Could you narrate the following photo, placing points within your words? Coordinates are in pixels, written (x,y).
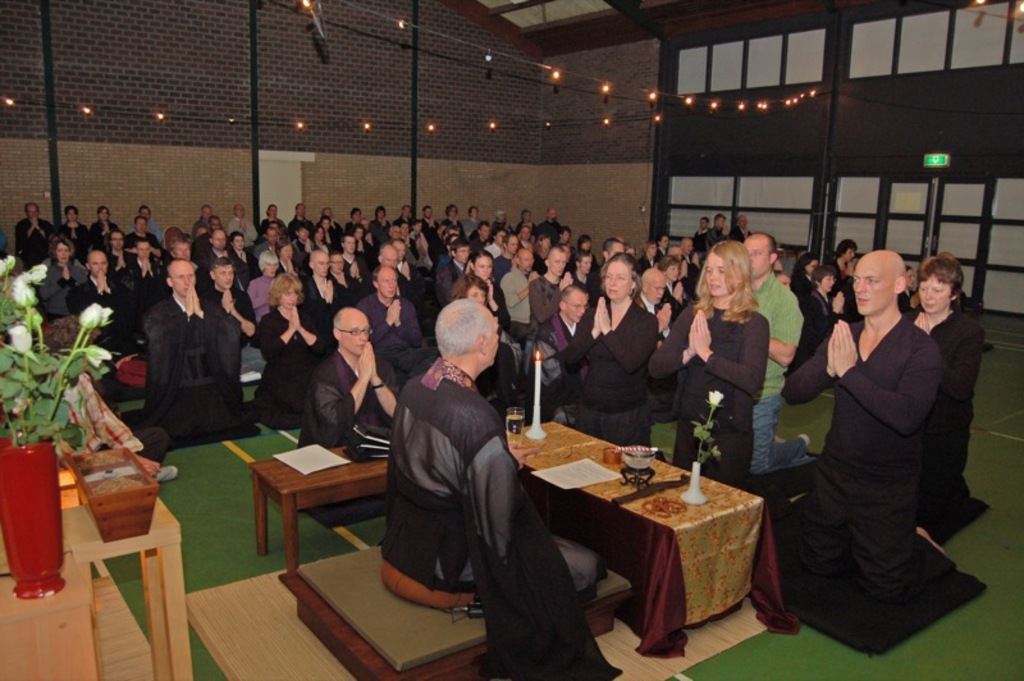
In this picture we can see a person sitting and in front (558,436), there is candle (539,404), glass (520,433) and flower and paper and some other objects (622,473) on the table (612,490), and in front there are many people (665,315) kneeling on the floor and praying, and at the top (606,89) there are lights (558,69), and here there is a flower pot (64,378) on the table (84,533).
